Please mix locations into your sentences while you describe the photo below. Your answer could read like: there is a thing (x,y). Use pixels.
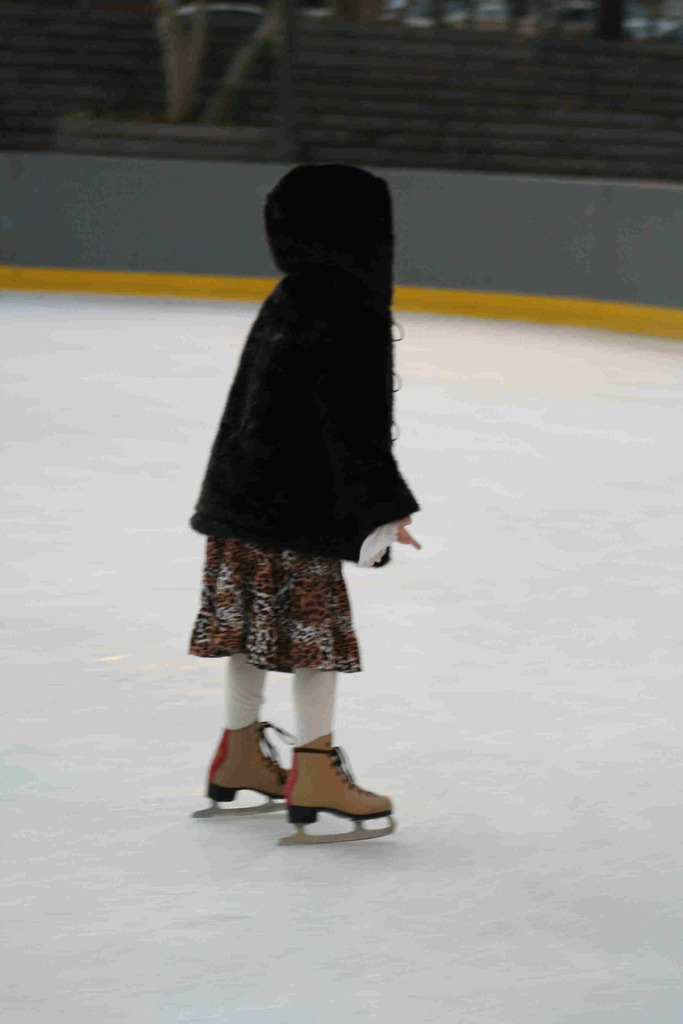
In this picture, we can see a person (328,206) is skating, we can see the ground (328,818), and the blurred background (621,68).
